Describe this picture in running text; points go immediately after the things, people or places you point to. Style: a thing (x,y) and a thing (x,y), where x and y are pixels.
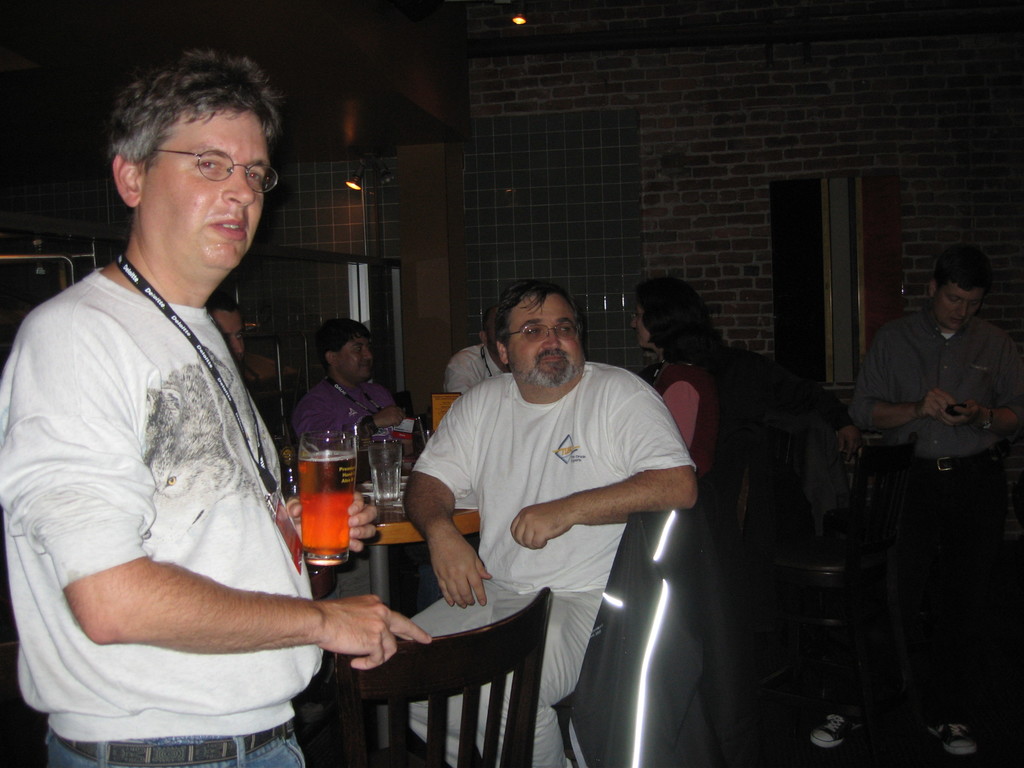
It looks like a club (406,399), there is a man (209,547) standing he is wearing white shirt (221,482) is holding drink (346,491) in his hand (355,505), he is also wearing spectacles (213,166), behind him there are also other people (545,335) sitting around the tables (469,514), in the background (729,99) there are lights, brick wall (715,104) and the door (822,252).
